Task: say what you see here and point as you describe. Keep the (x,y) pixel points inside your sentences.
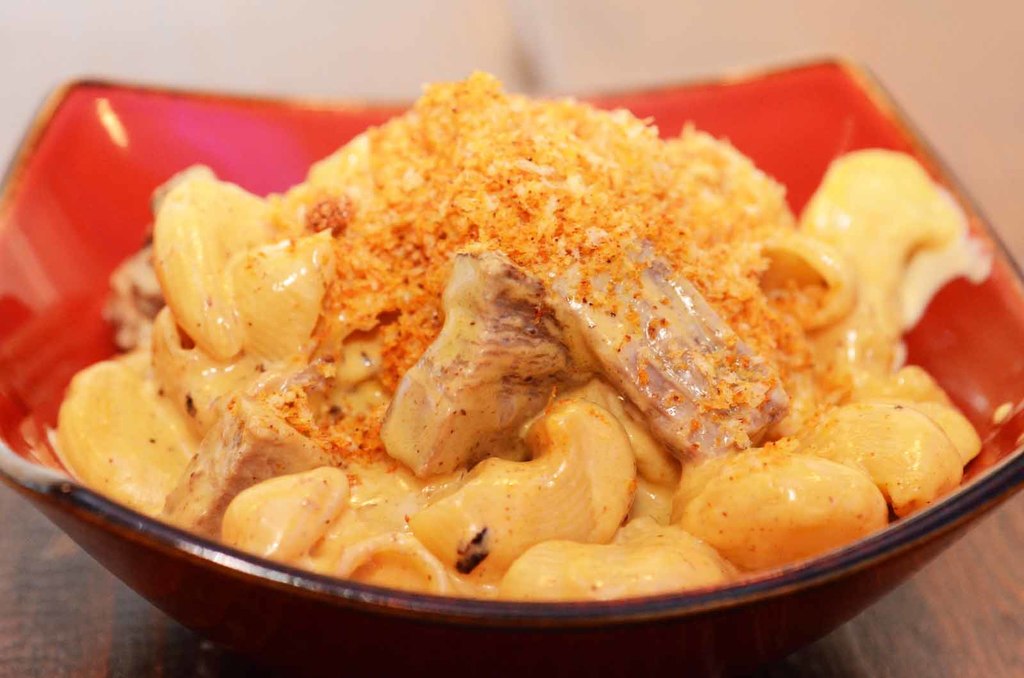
In this image there is a bowl (711,590) on the table (1,556) with food (316,434) served in it.
